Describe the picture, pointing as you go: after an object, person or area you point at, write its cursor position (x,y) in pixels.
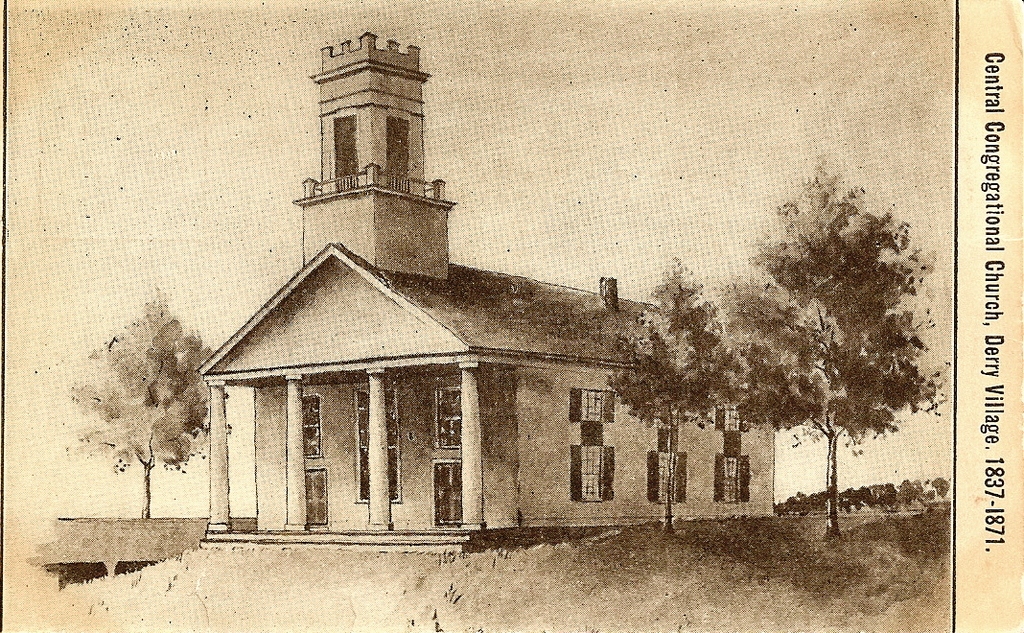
In this image we can see a poster (745,392). On poster (830,411) we can see a house (534,414) and many trees (860,383). There is some text (1000,515) at the right side of the image (998,432). We can see the sky (681,133) in the image.
